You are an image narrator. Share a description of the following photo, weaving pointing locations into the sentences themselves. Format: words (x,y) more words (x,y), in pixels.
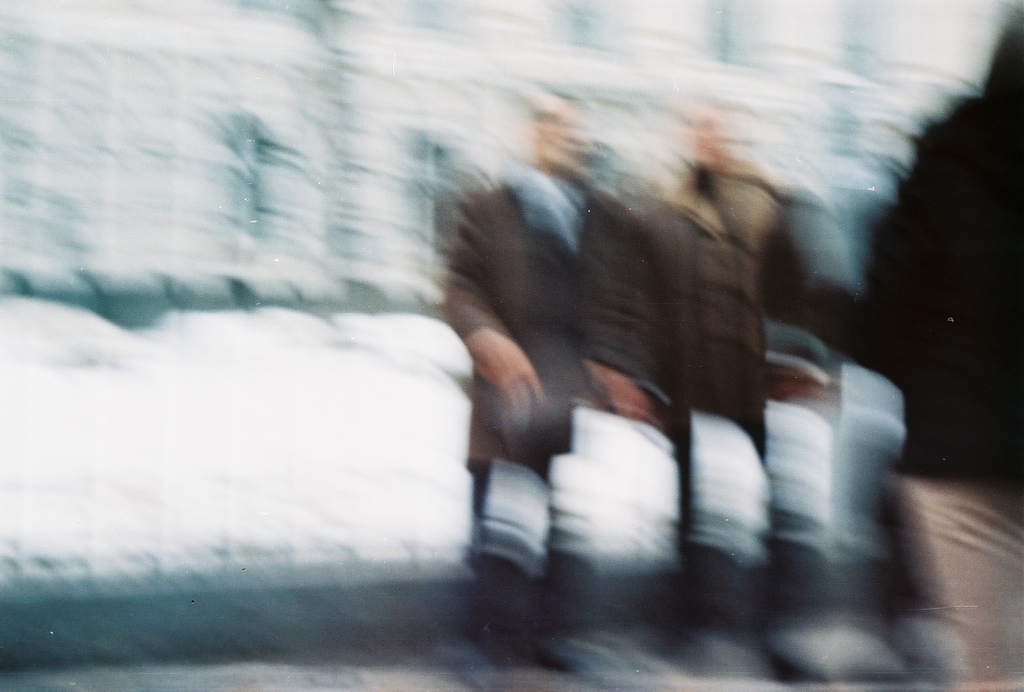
It is a blurry image. In this image we can see people (517,372) and snow (218,440).
